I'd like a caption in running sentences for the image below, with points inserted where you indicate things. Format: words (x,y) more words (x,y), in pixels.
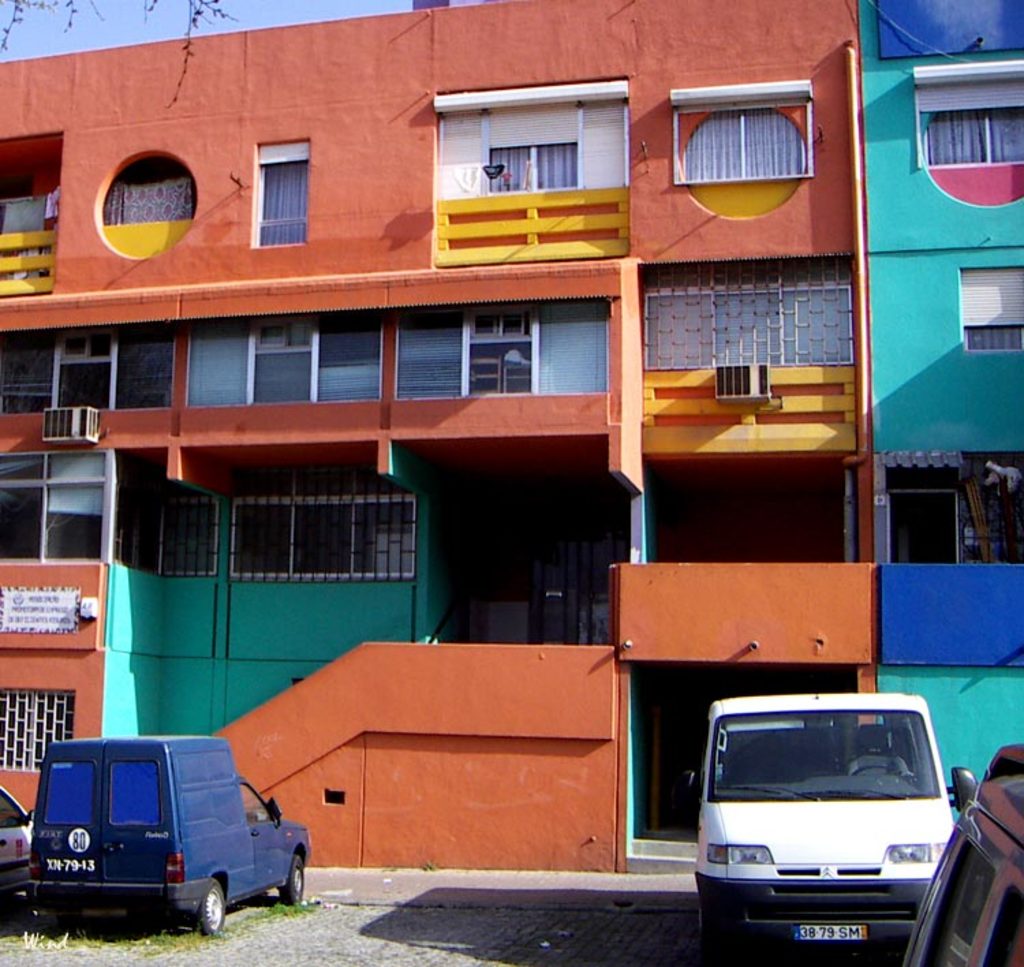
As we can see in the image there are buildings (473,286), fence (463,253), vehicles (995,949) and a sky (167,3).
